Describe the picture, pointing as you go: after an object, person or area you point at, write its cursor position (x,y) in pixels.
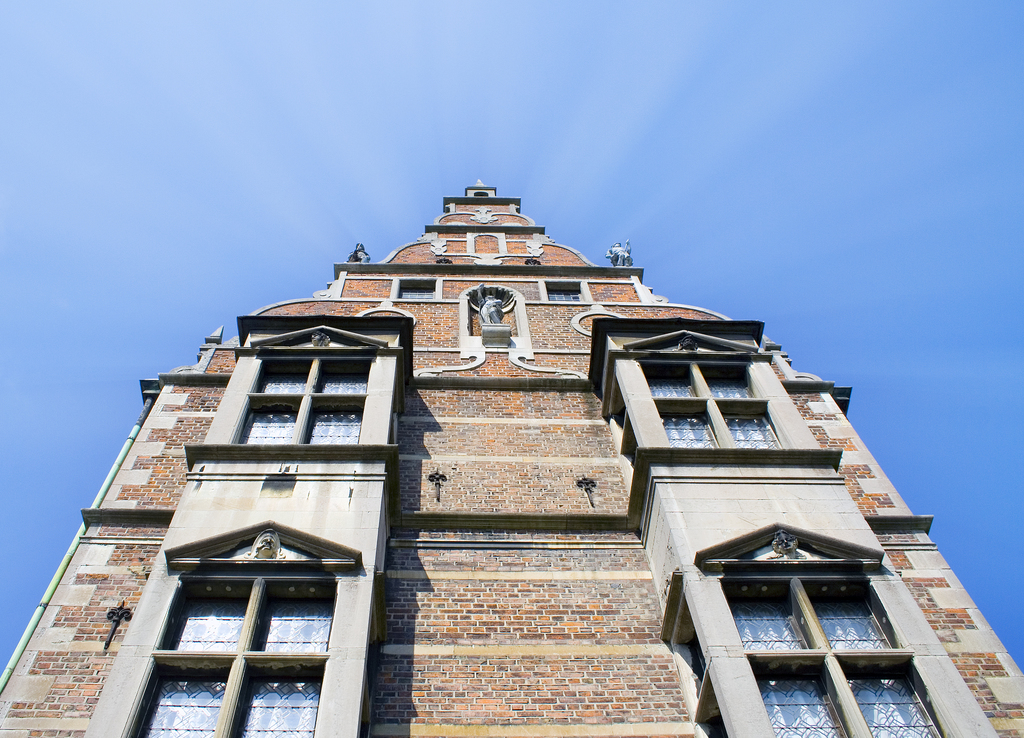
In this picture, we see a building (533,408) which is made up of bricks (516,568). This building (348,458) has windows (306,387). At the top of the picture (544,93), we see the sky (782,197), which is blue in color.
